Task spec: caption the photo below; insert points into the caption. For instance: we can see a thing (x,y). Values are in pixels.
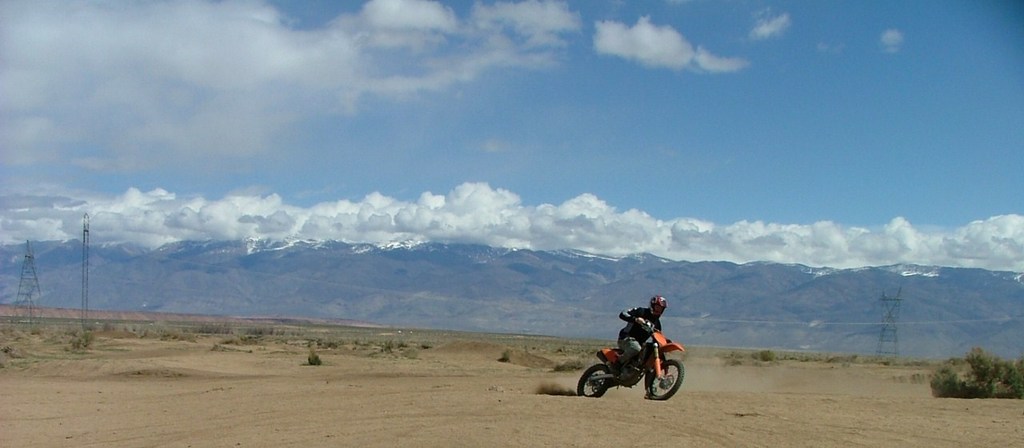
As we can see in the image there is grass (413,340), current poles (29,279), a man (638,320) riding motor cycle (601,375), hills (378,299), sky (727,30) and clouds (578,206).
